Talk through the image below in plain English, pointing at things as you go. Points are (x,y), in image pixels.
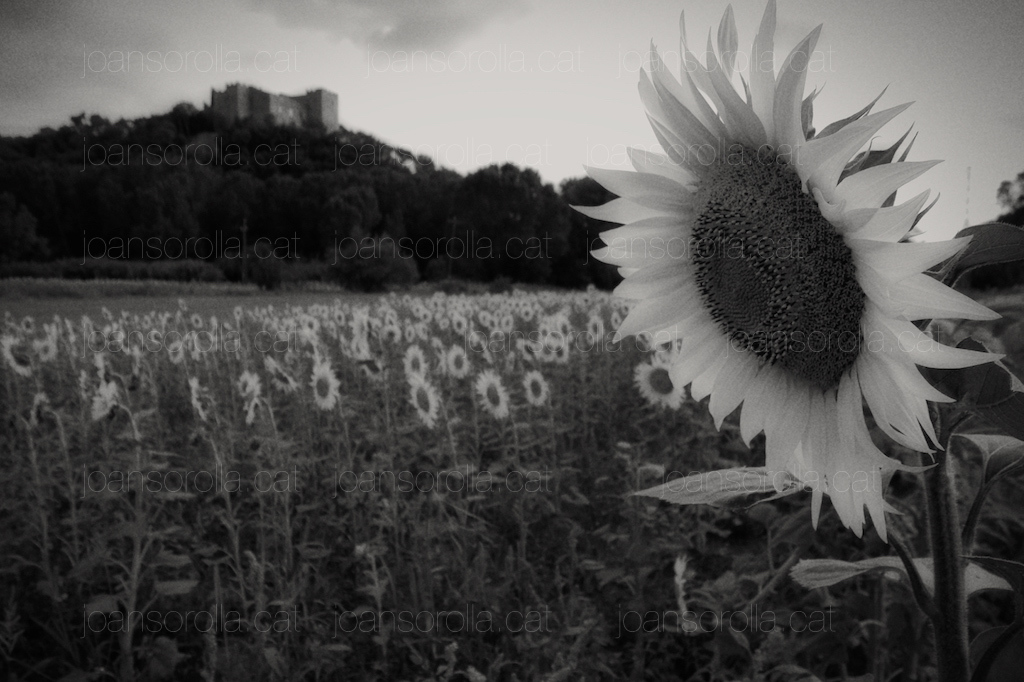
This is a black and white image. We can see some sunflowers (883,205), plants (104,265) and trees (320,227). We can also see a building (330,112) and the sky (489,92). We can see the watermark (374,161) on the image.
